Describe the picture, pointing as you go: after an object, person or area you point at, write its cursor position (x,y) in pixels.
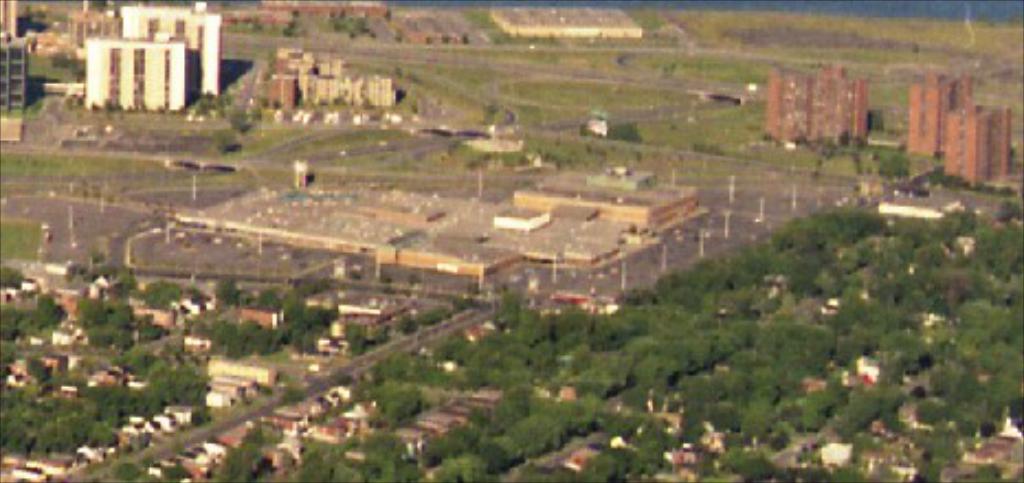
In this image we can see aerial view of a place, there are some buildings (109,58), and houses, and we can see some trees (754,372).
